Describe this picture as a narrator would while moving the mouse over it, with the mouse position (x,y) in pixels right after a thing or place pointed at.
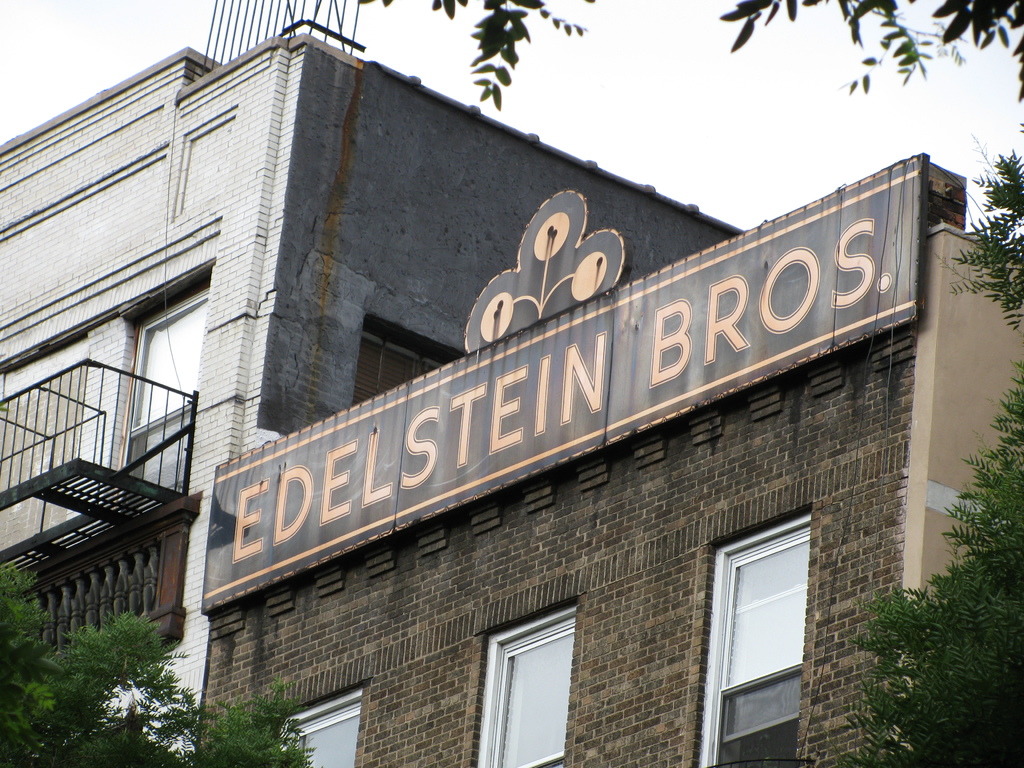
In this picture there are buildings (420,543) and trees (1019,195) and there is a board (305,479) on the building (652,444) and there is a text (433,451) on the board (521,444). On the left side of the image (36,391) there is a railing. At the bottom (752,587) there are windows (726,595). At the top (697,57) there is sky (664,47).
